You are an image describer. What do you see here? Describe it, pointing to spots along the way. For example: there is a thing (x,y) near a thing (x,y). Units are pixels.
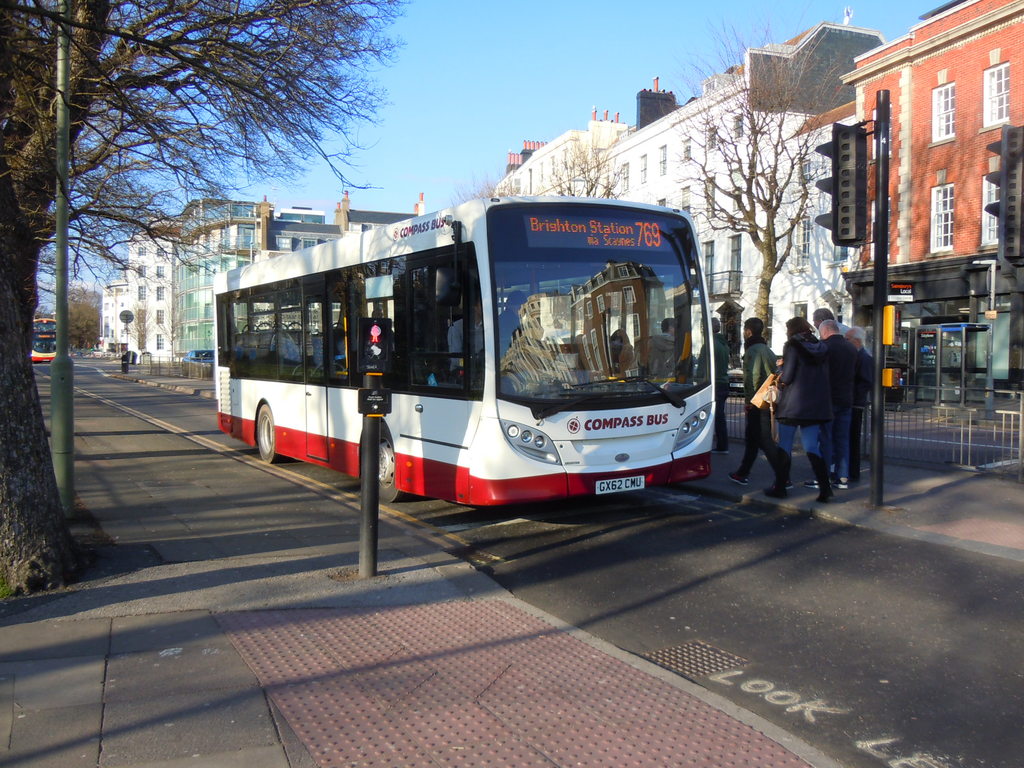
This image is taken outdoors. At the top of the image (468,88) there is the sky (604,108). At the bottom of the image (542,706) there is a sidewalk (138,555) and there is a road (786,610). In the background (819,228) there are many buildings (264,202). There are a few trees (78,307). There are a few poles (127,346) with street lights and there is a signboard (128,319). On the right side of the image (864,187) there are two signal lights (862,195). There is a railing (1018,410). On the left side of the image (62,332) there is a pole (57,351). There is a tree (74,179) and a bus (46,324) is moving on the road (96,367). In the middle of the image (517,325) a bus (476,326) is parked on the road (706,517). A few people (787,392) are walking on the sidewalk (802,476).
